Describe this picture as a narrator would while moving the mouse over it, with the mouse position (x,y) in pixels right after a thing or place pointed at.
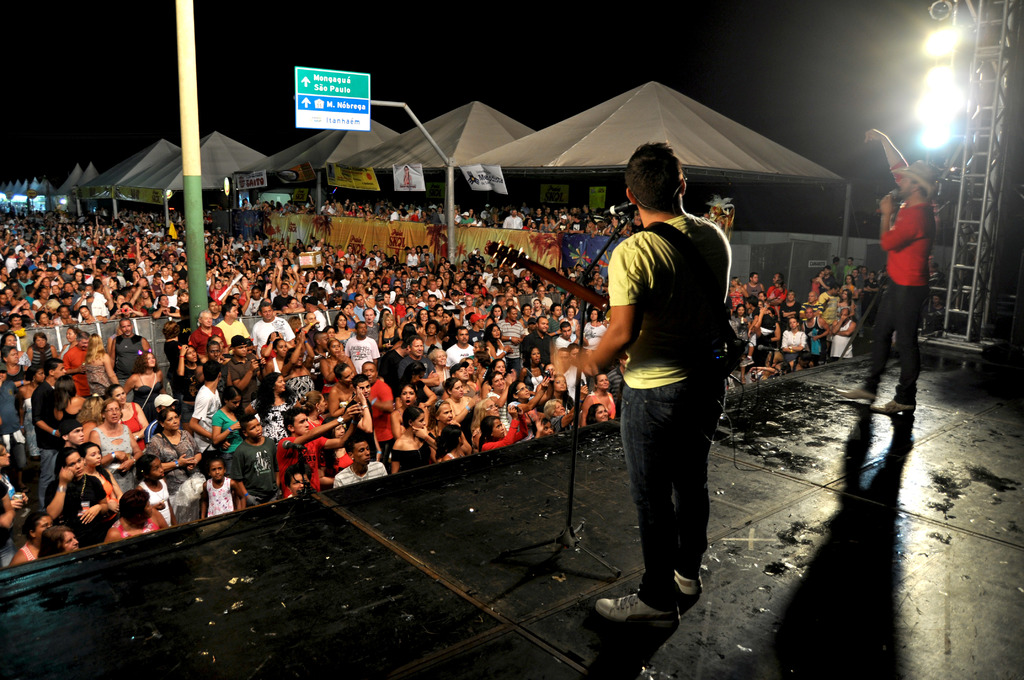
In the center of the image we can see a stage (558,626). On the stage (480,624), we can see two persons (628,598) are standing. Among them, we can see one person (906,241) is holding a microphone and the other person (651,480) is holding a guitar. And in front of the left side person (655,492), we can see a microphone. In the background (343,199) we can see tents (602,168), lights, group of people (454,293) and a few other objects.
